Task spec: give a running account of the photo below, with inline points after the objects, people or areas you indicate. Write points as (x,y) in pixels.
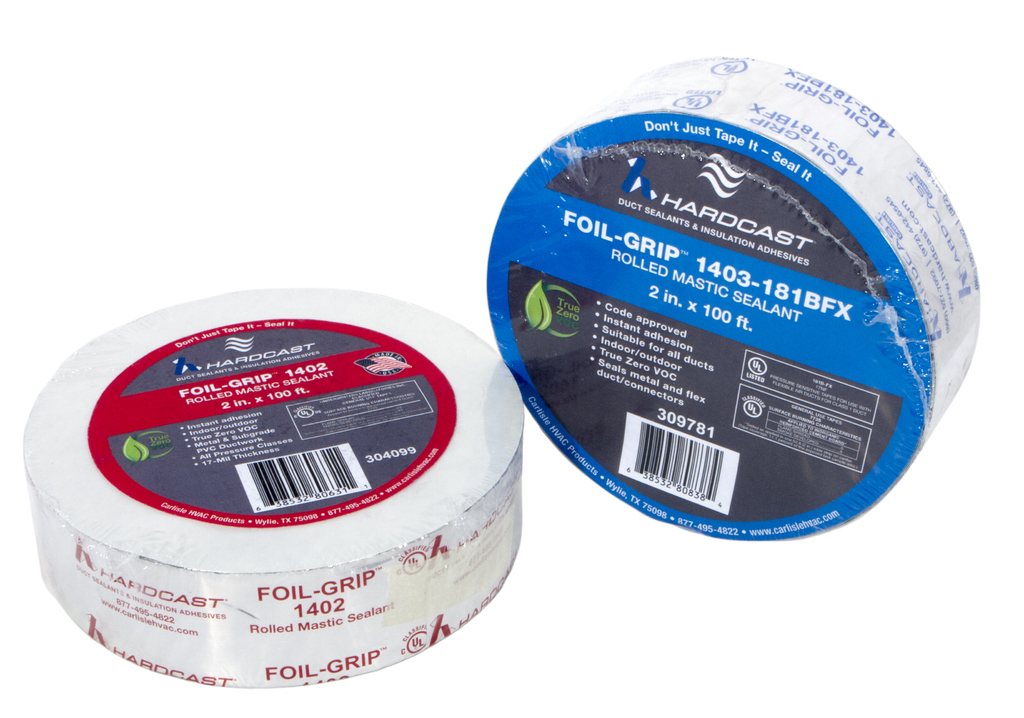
The picture consists of two sealants (450,489) on a white surface (686,569).
